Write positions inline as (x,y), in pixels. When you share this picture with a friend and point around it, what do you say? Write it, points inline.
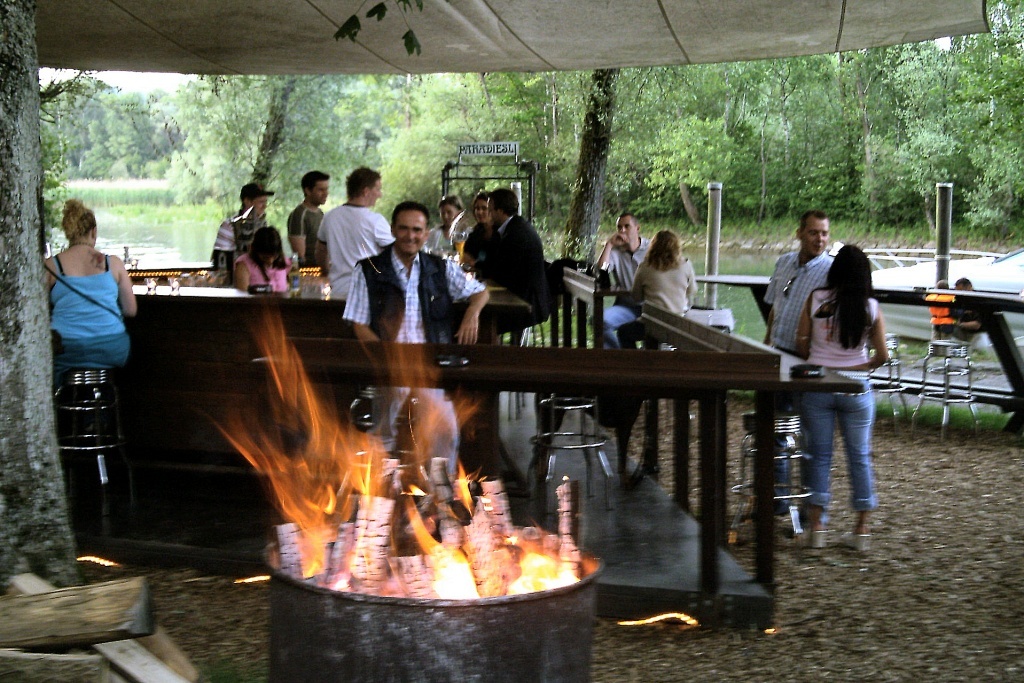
At the bottom of the image (439,554) there is fire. Behind the fire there is railing (734,345). Behind the railing (719,334) there are few people (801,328) sitting on the stools (942,370) and there are few people (829,337) standing. In between them there is a table (245,325) with few items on it. On the right side of the image (822,274) there are few people (941,316) sitting and few people (838,325) standing. Behind the railing (971,293) there are poles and also there is a boat (975,284) on the water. In the background (774,74) there are trees (1001,230).
